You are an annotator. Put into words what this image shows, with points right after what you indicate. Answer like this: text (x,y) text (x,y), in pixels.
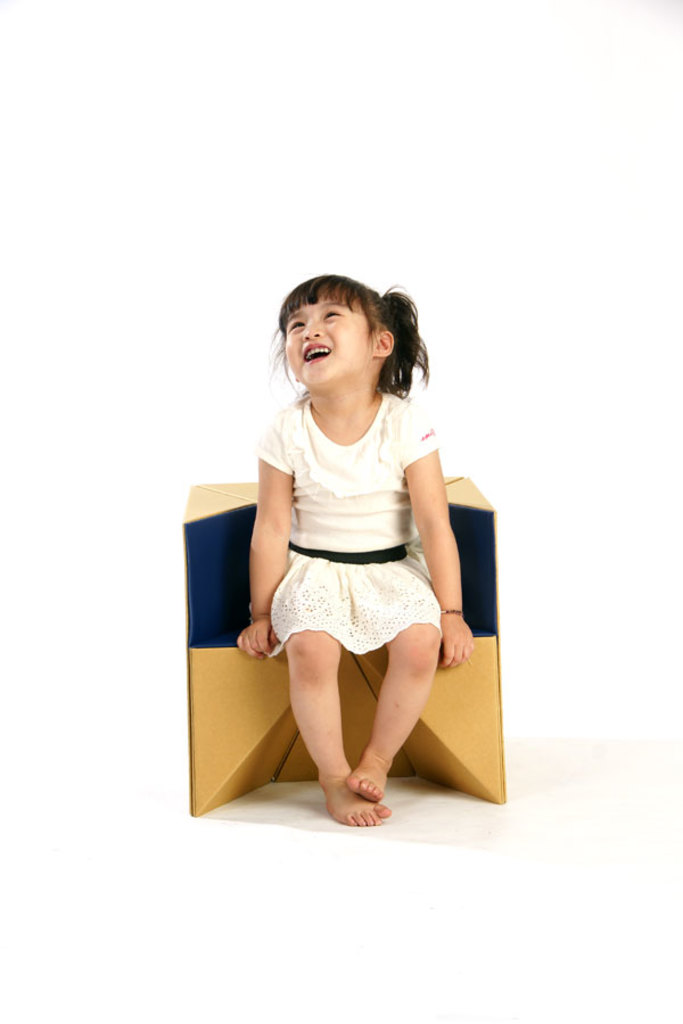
The girl (261,504) in white dress (353,500) is sitting and she is smiling. Behind her, we see a chair (284,702) or a carton box (239,666). In the background (93,285), it is white in color.
